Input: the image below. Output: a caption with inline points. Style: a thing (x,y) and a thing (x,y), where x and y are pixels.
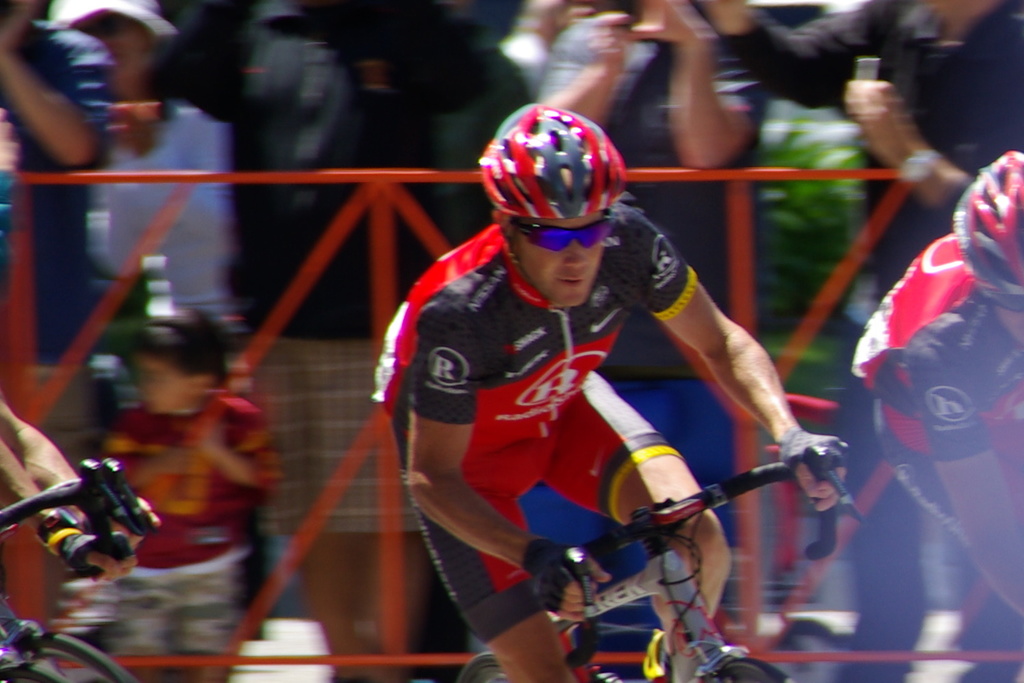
In the center of the image (459,393) there is a person (538,189) wearing a red color helmet (530,162) and riding a bicycle (776,673). In the background of the image (444,58) there are people (204,126) standing. There is a red color fencing (331,180).
